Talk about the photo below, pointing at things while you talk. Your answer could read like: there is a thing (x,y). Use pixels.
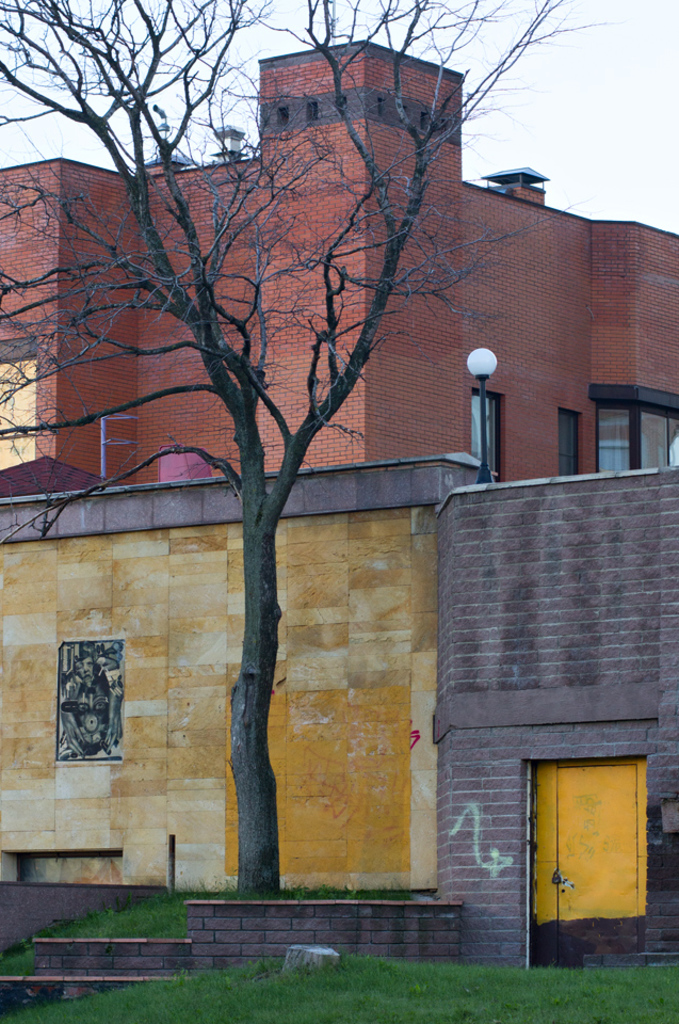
In this image I can see the dried tree (252,682). In the background (312,622) I can see the light pole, few buildings (297,552) in multi color and the sky (545,91) is in white color.
